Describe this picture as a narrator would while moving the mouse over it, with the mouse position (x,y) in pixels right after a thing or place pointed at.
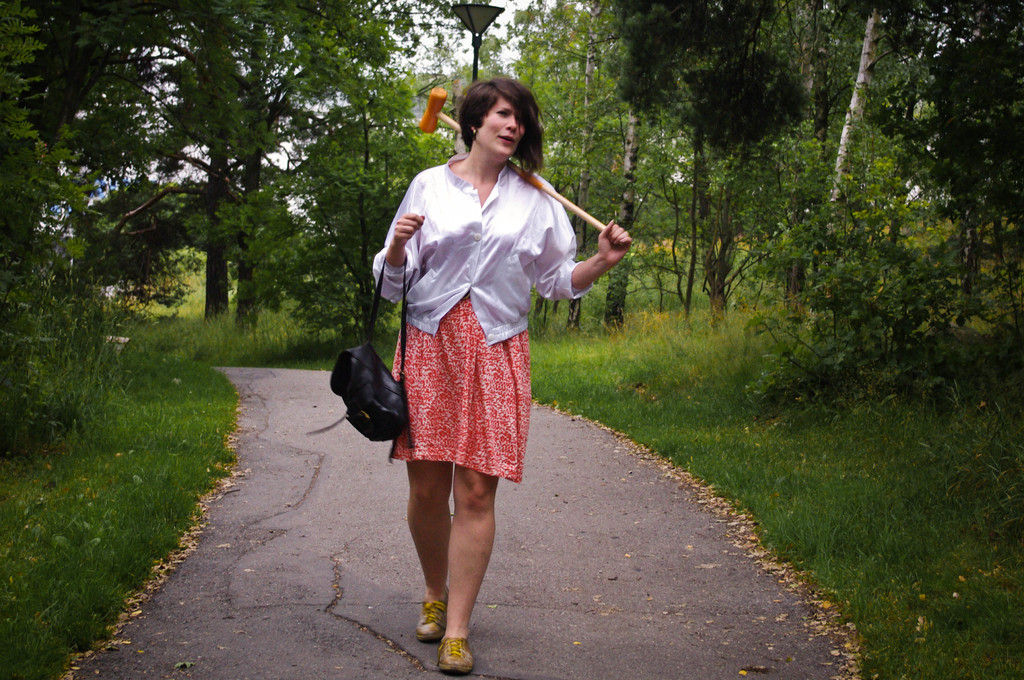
In the center of the picture (490,308) there is a woman (447,485) walking on the road (289,436). On the left (97,180) there are trees (102,119), plants (36,341), grass (119,512) and dry leaves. On the right (861,225) there are trees (866,303), plants (933,401), grass (826,470) and dry leaves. In the center of the background (466,75) there are trees (421,86), grass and a street light (475,44).
